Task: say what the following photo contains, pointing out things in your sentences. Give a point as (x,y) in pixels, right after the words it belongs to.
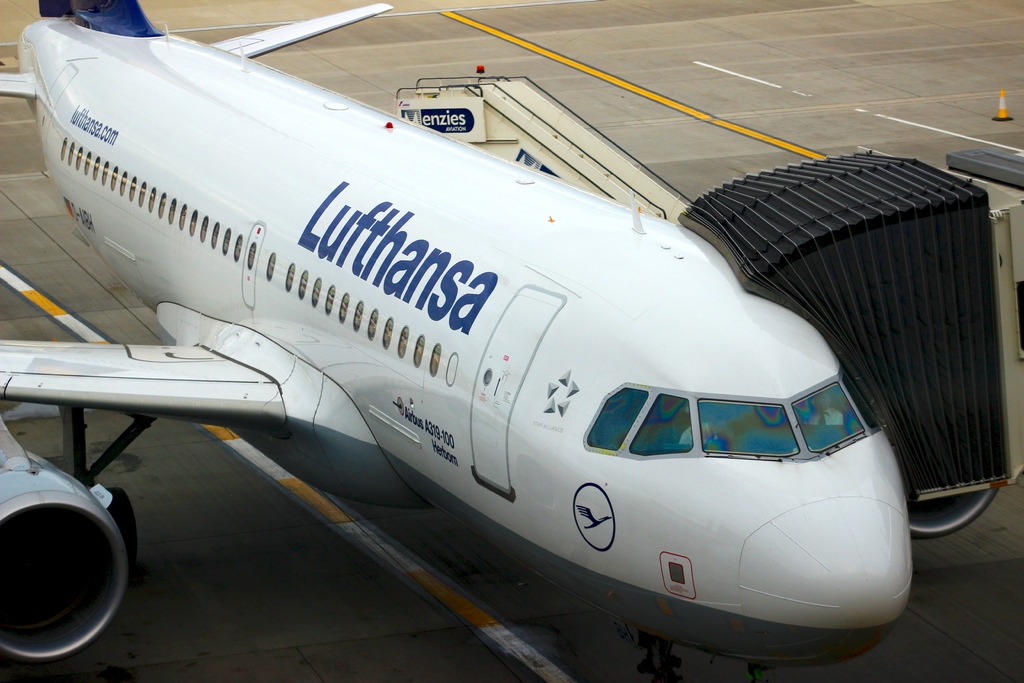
In this image there is an airplane (604,564) on the concrete surface (698,46). On the right side of the image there is a traffic cone (1001,91).
